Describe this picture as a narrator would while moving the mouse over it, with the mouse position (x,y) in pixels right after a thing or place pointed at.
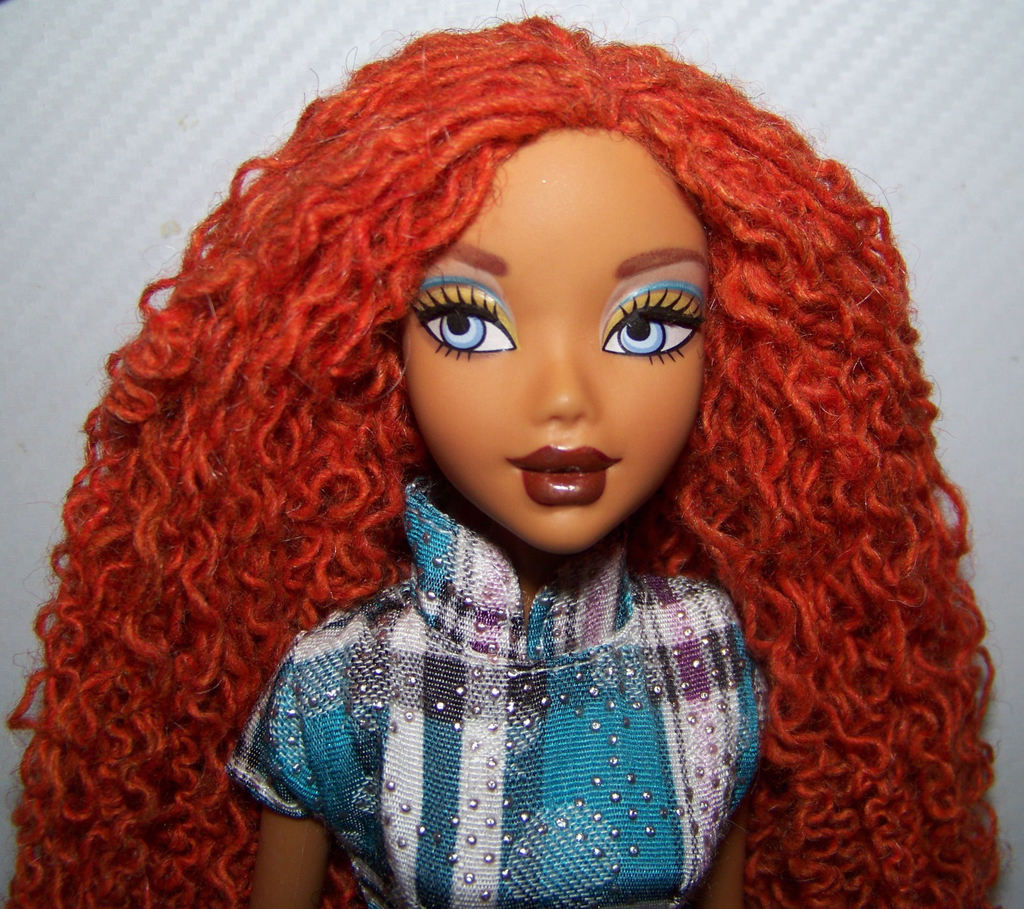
In this image I can see a doll (385,597) in the front (455,700) and I can see this doll (570,616) is wearing blue and white colour dress (561,782). I can also see white colour in the background (984,501).
